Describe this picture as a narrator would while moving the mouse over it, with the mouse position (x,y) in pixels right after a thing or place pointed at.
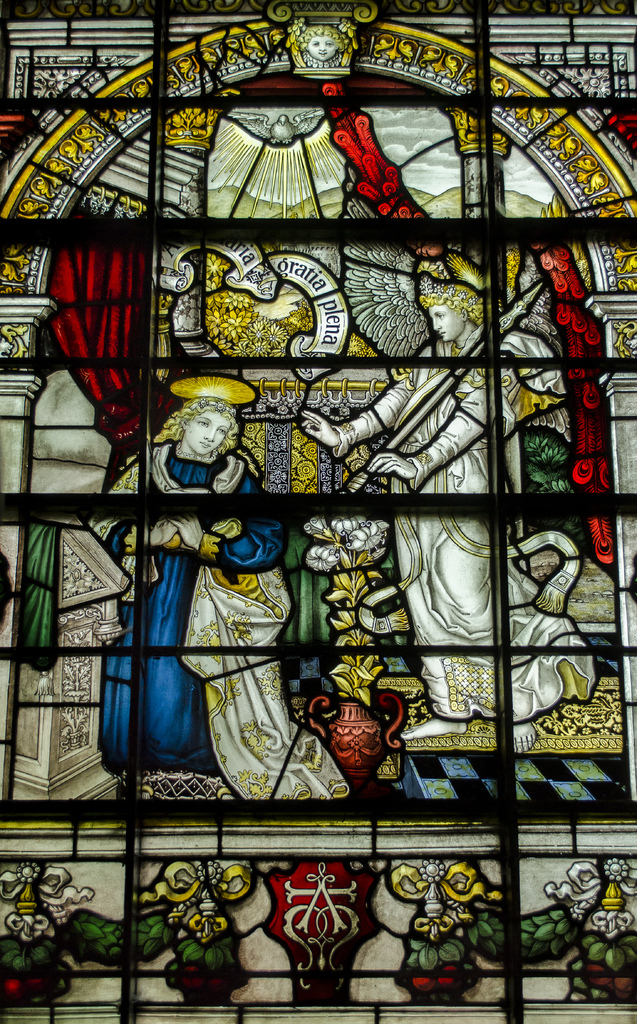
In the center of the image (230,388) there is depiction of persons (545,369).
